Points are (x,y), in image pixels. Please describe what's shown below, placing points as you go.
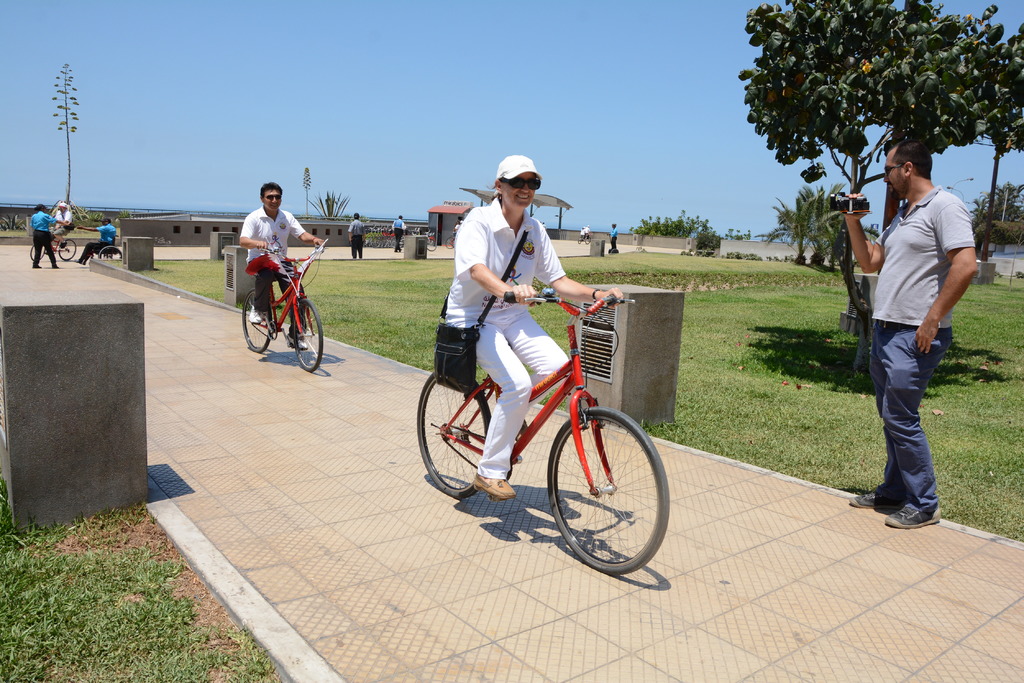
In the middle (614,291), there are two person (477,483) riding a bicycle (574,441). In the right middle (916,454), a person (910,275) is standing and holding a camera (848,199) in his hand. In the background (59,212), there is one person (63,242) riding a bicycle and two person (81,261) are standing in front of him. On both side of the image, there is a grass (760,318). In the background (703,199) top sky (237,92) is visible of blue in color. Below to that a tree (819,60) is there. In the middle (451,229), houses (206,229) are there. This image is taken during a sunny day.
